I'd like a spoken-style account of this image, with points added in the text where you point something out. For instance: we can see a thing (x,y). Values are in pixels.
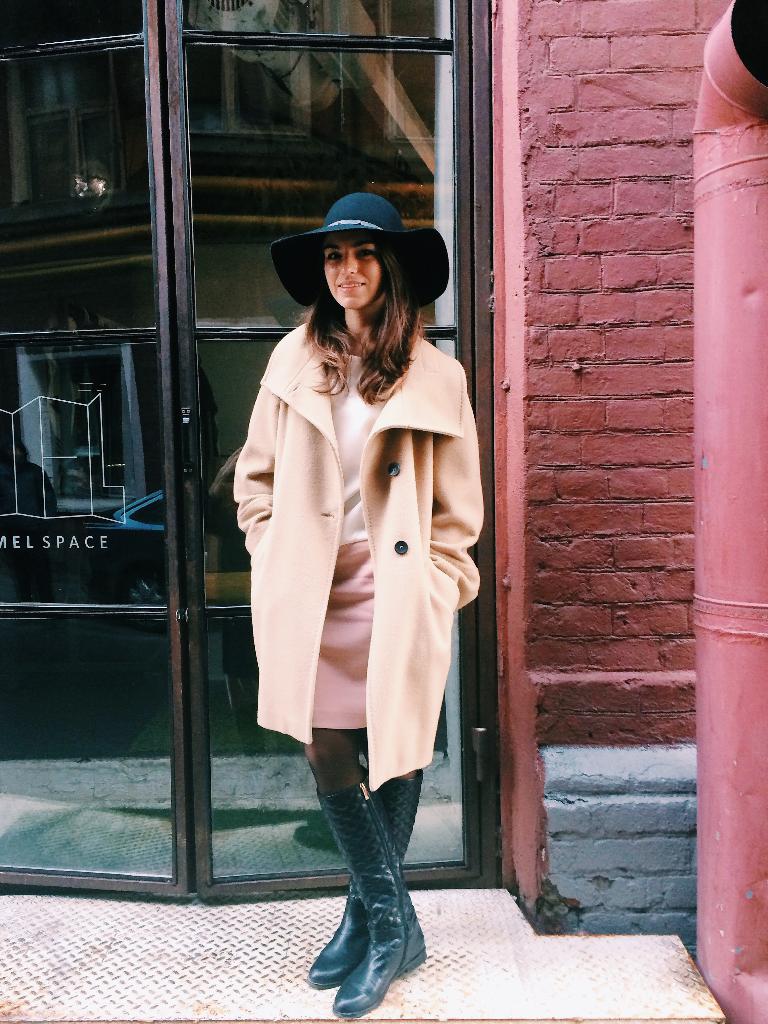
In the picture I can see a woman (445,402) standing on the floor (422,896) and there is a smile on her face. She is wearing the clothes (352,429) and there is a black color cap (447,257) on her head (400,282). I can see the glass door (226,223) on the left side (155,304). I can see the brick wall (608,298) and ventilation pipe (707,314) on the right side (713,506).
